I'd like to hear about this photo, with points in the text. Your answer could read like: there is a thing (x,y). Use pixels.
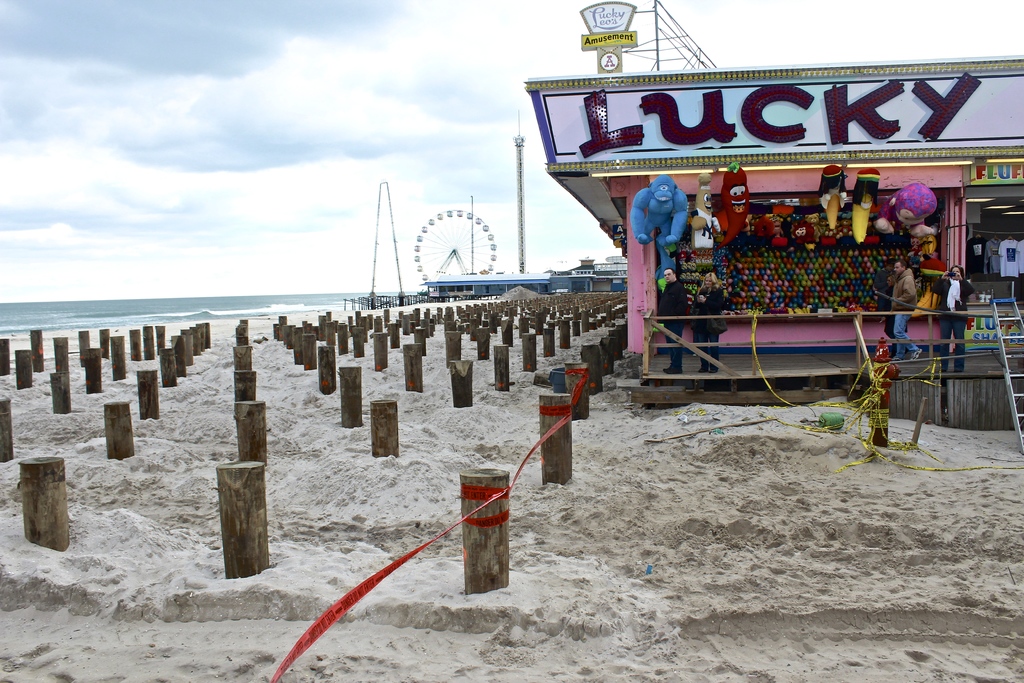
This image is clicked near a beach (468,434). To the right (822,253) there is a shop (817,221) in which there are dolls (870,220). At the bottom (312,578), there is a sand (231,599). In the front (251,468), there are wooden sticks (619,333) in the sand (92,336). To the left (120,304), there is an ocean (132,303). In the background (436,218), there is a giant wheel (452,215). At the top (192,85), there are clouds (192,85) in the sky (126,126).
